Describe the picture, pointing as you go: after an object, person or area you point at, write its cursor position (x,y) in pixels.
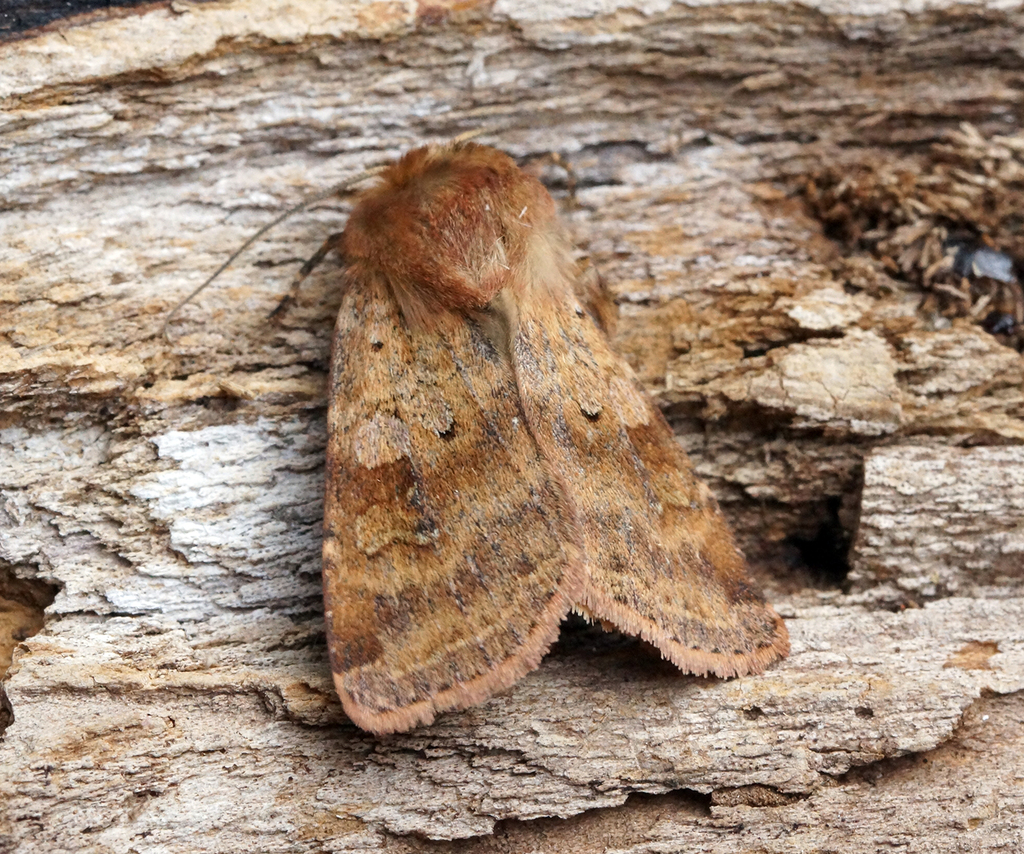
In this image we can see a insect (550,285) on the wooden surface (621,305).
